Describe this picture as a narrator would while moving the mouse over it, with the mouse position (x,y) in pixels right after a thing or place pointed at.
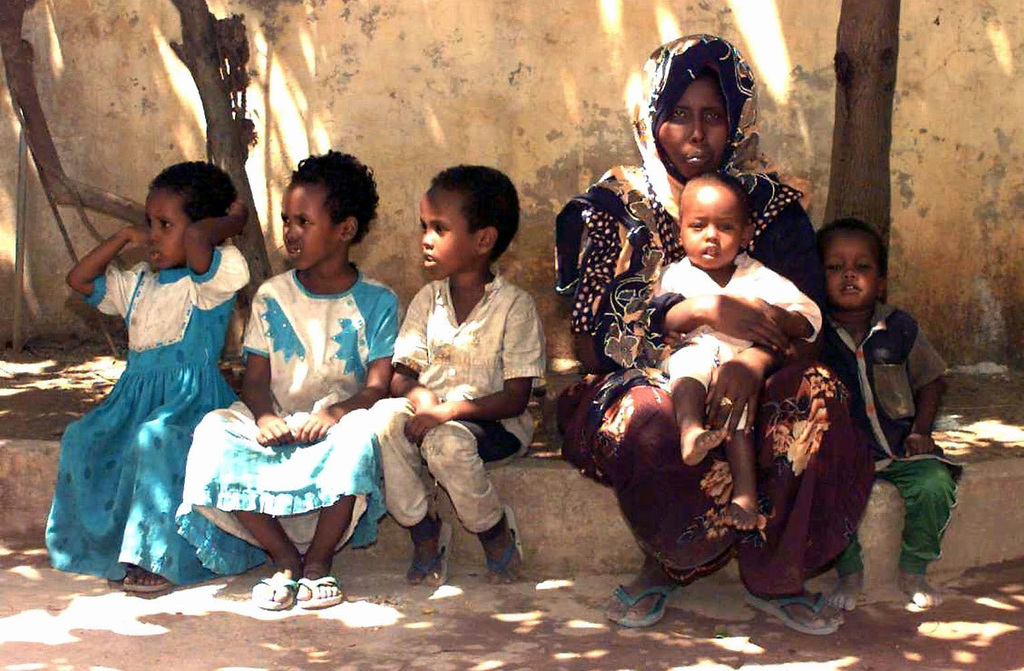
In this image we can see few persons (504,376) sitting on a surface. Behind the persons (405,341) we can see a wall (425,188) and trees (231,120).
